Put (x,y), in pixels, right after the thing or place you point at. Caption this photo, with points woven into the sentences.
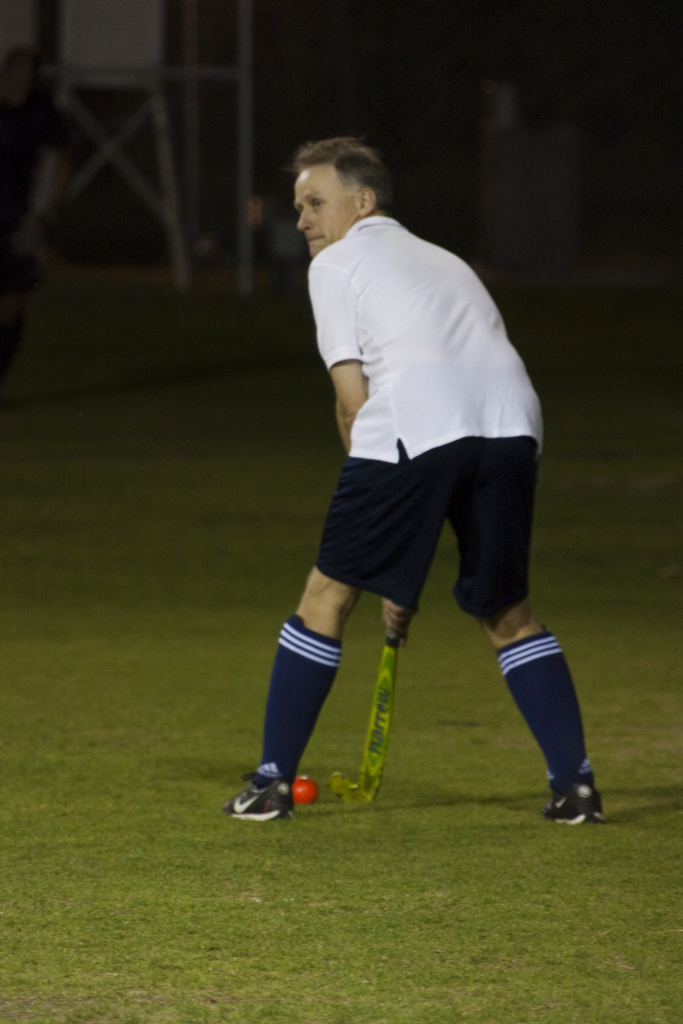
This picture might be taken inside a playground (237,850). In this image, in the middle (429,343), we can see a man (434,339) wearing white color shirt (443,340) and holding a hockey stick (381,663) in his hand (405,625). At the bottom (259,854), we can see a ball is placed on the grass (339,841). In the background (617,29), we can see black color.
